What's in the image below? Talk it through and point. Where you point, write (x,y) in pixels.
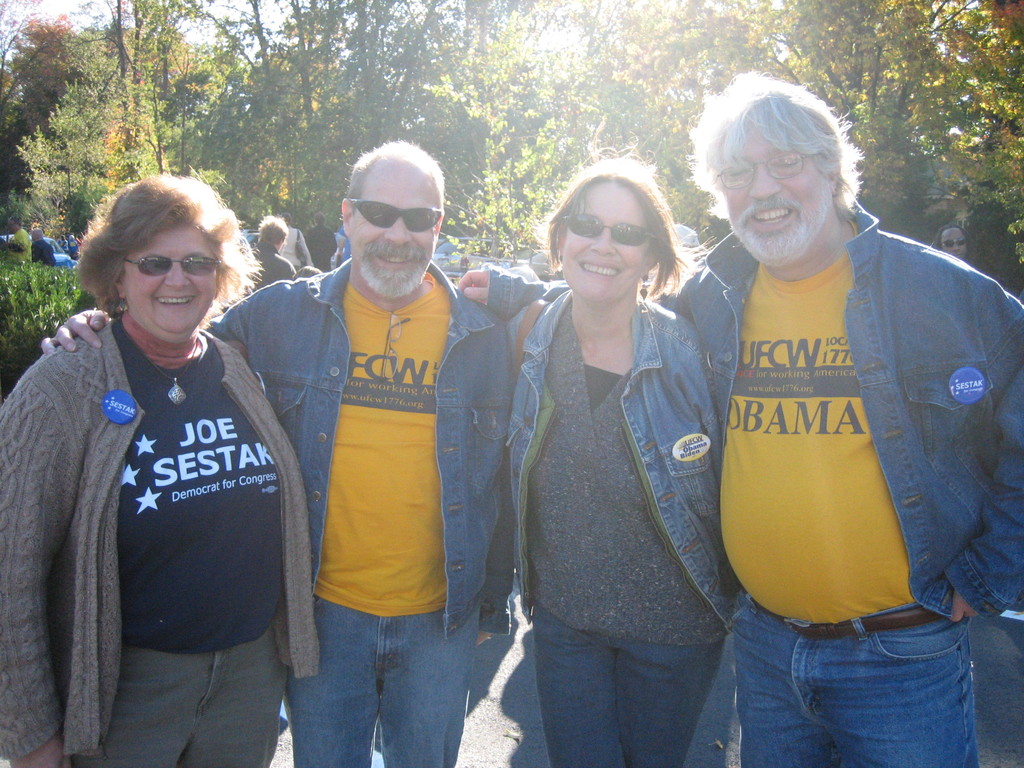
In the foreground of this picture (377,451), there are four persons (282,463) standing and posing to the camera. In the background (239,161), there are few persons (295,241), trees (316,82), and the sky (221,10).
